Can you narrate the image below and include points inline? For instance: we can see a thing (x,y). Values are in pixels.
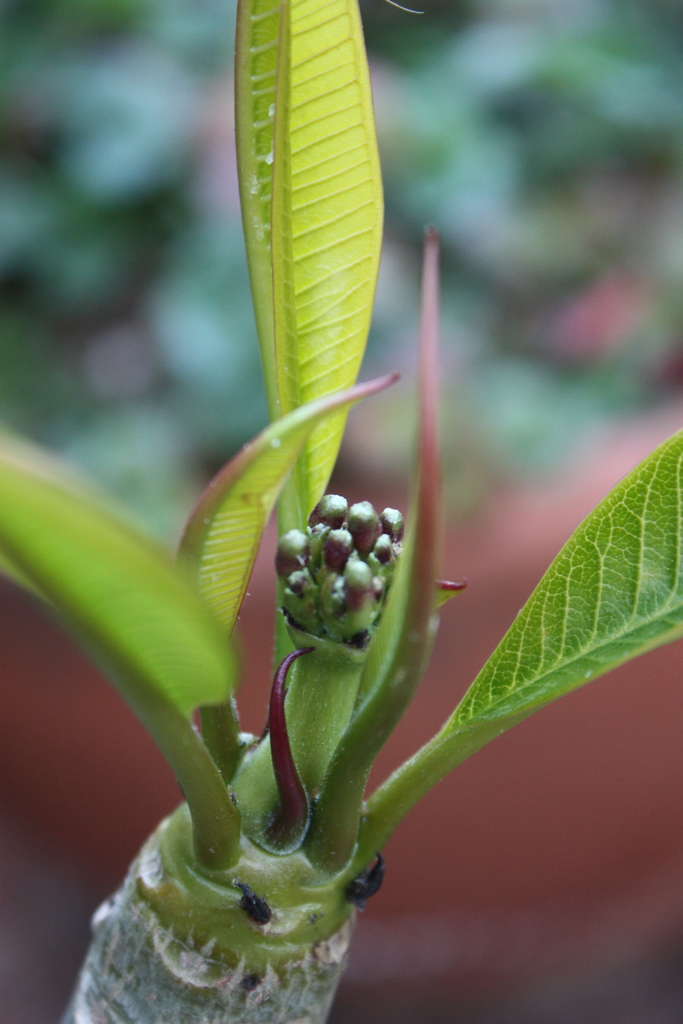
In this image there is a plant (294,624), there is a flowerpot (547,774), the background of the image (391,84) is blurred.
